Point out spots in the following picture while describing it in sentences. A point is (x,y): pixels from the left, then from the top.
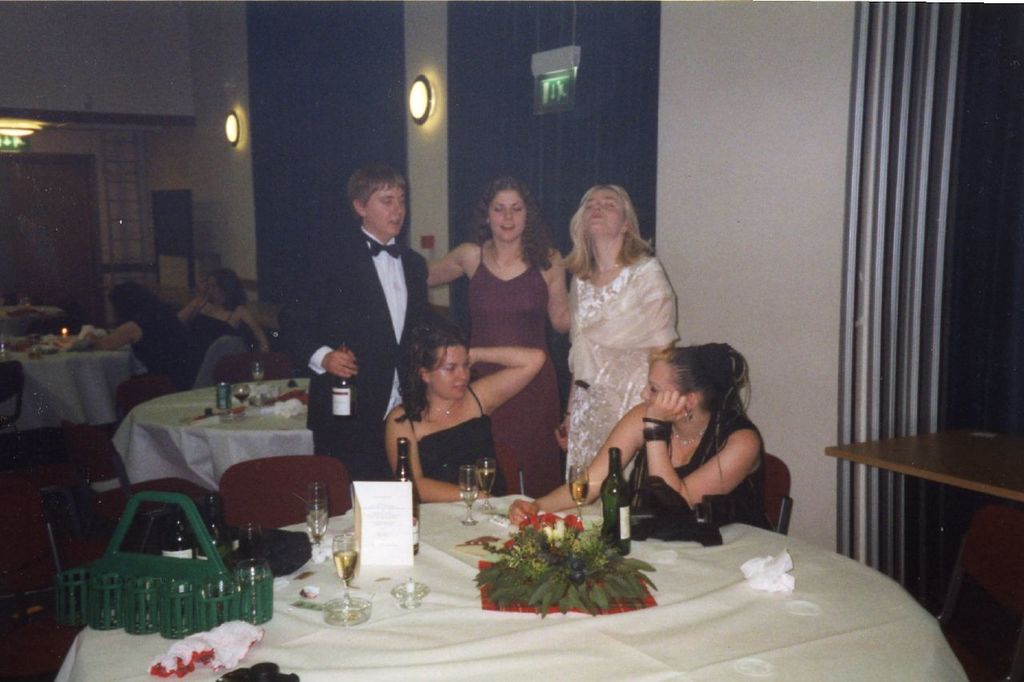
In the middle (659,444) two women's (664,369) are sitting on the chair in front of the table (735,574) on which, bouquet (575,601), beverage bottle (609,520), glasses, tray (146,577) etc. are kept. Next to that three persons (544,313) are standing behind two person (528,352). In the left middle (234,306) two women's (183,369) sitting on the chair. The background (754,224) is white in color. In the middle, curtains (367,139) are visible which are black in color. This image is taken inside a restaurant (931,457).
